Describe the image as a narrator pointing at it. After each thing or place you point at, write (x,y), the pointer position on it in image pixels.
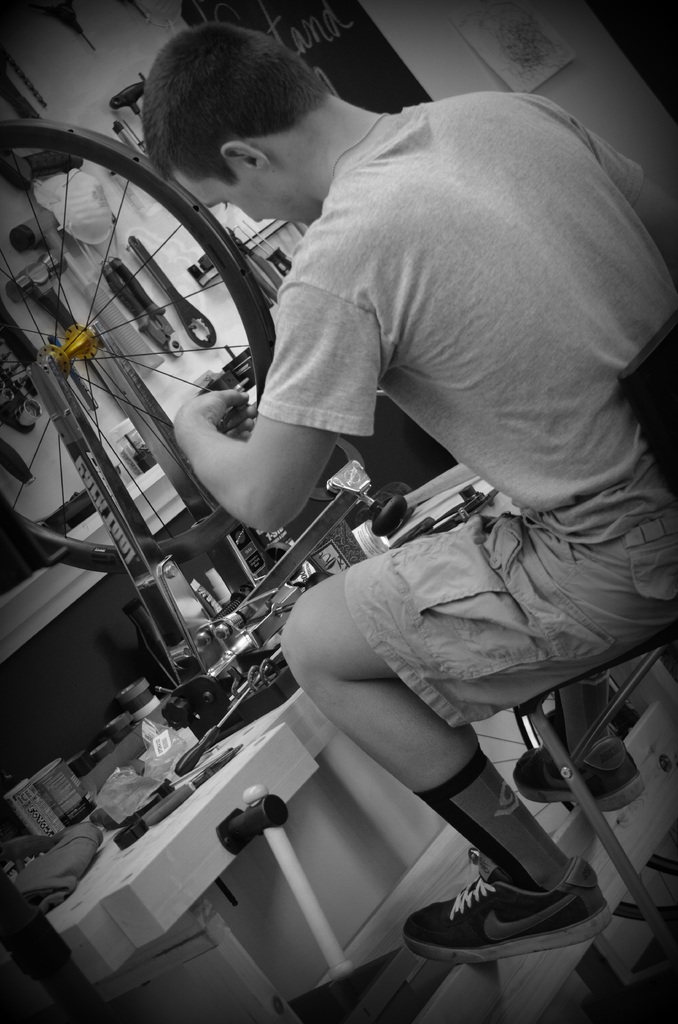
There is a man (537,447) sitting on chair (648,356) and holding a wheel (27,138). We can see objects (189,648) on the surface (299,716). In the background (43,748) we can see tools (43,266) on a wall (83,52).
